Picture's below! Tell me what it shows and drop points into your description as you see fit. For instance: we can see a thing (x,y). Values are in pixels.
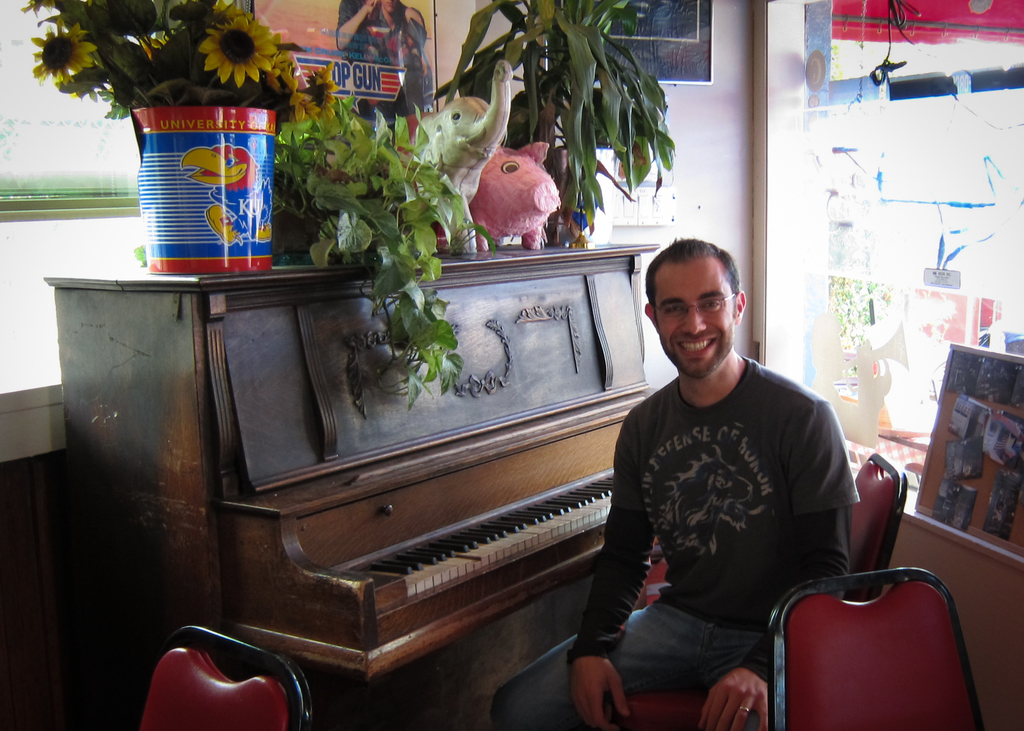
Here in this picture we can see a man (725,564) sitting on the chair (677,706). The chair (665,712) is in red color. To his right hand side there is a piano table (502,538). On the piano table (364,471) there are two toys (488,172) one is elephant toy (459,166) and the other is pig toy (522,209). On that we can see small plants (333,181). And also a sunflower plant (254,60). And at the back side of the table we can see a window (88,176) with glass (85,152). To his backside there is a glass (882,238). And we can also see a wall (708,134) with poster (688,56). The man (732,443) is wearing spectacles (725,305) and he is smiling. And to his left hand ring finger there is a ring (747,710).
